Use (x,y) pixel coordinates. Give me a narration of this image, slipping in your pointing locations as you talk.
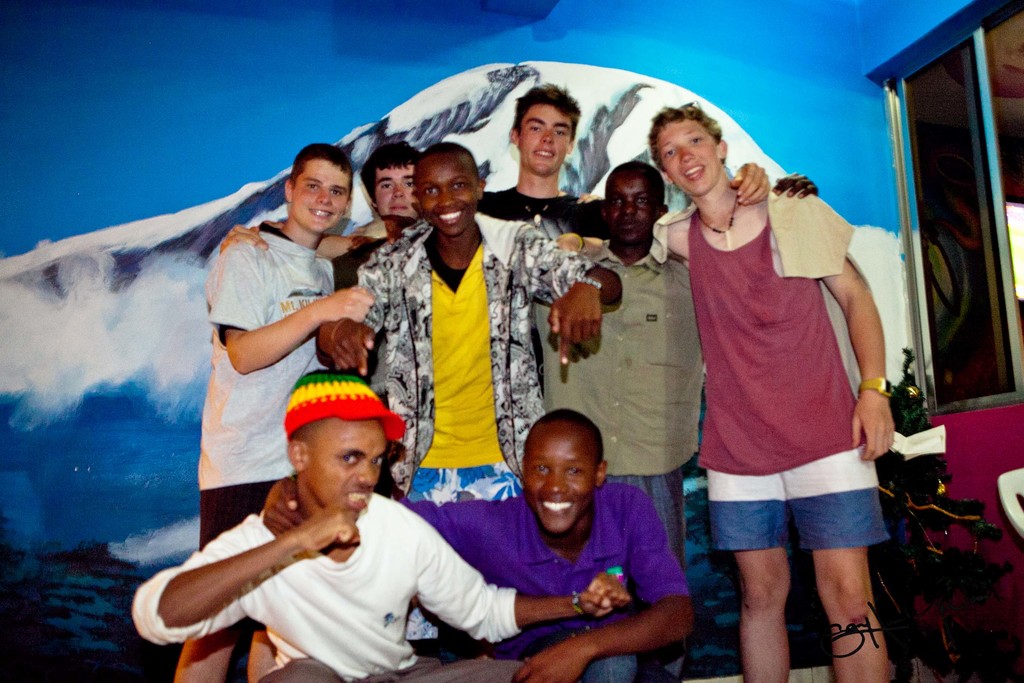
In this image we can see a group of people (457,413) smiling, behind them, we can see a painting (633,139) on the wall (633,139) and also we can see a plant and a window (981,297).
